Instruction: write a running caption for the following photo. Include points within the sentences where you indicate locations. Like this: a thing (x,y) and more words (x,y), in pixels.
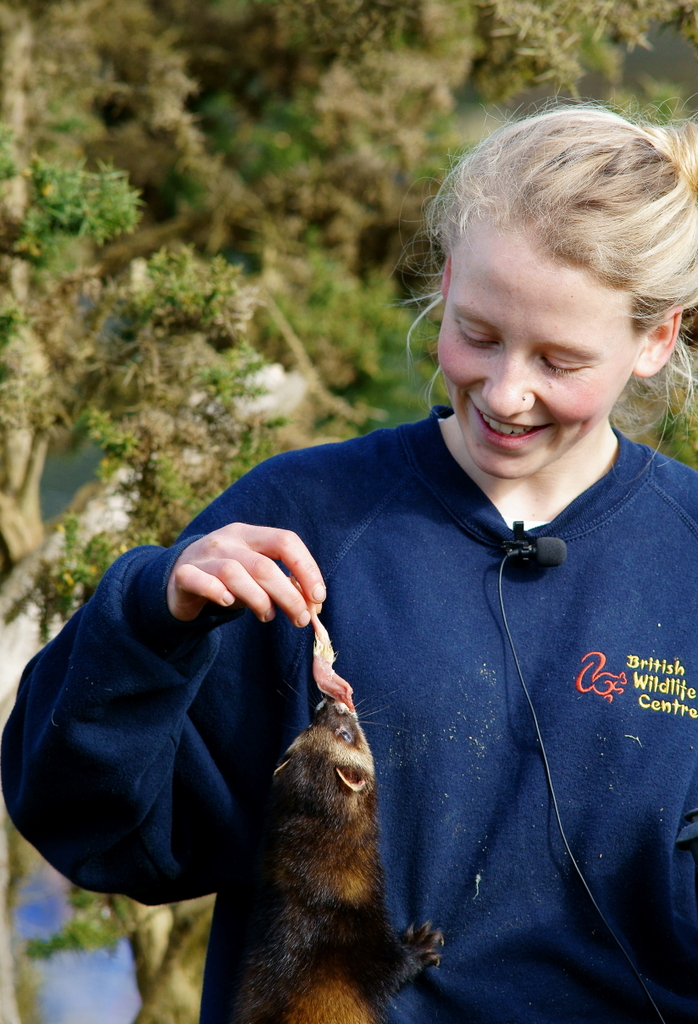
Background (440,21) portion of the picture is its blur. In the background (459,32) we can see a tree (436,77). In this picture we can see a woman (654,648) and she is holding food (314,669). We can see a microphone clip (549,560) to her dress (509,572). We can see a polecat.
